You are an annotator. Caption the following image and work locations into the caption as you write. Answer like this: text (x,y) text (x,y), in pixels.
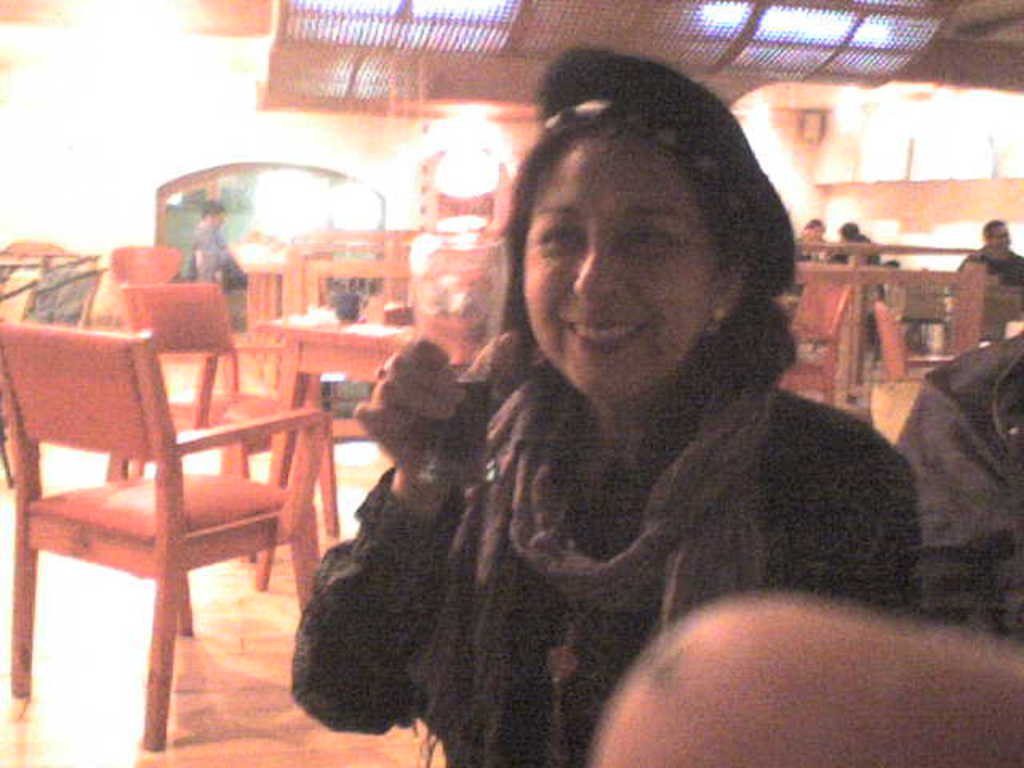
In the image we can see there is a woman (628,484) who is sitting and holding something in her hand (448,404) and at the back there are chairs (816,291) and a few people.
